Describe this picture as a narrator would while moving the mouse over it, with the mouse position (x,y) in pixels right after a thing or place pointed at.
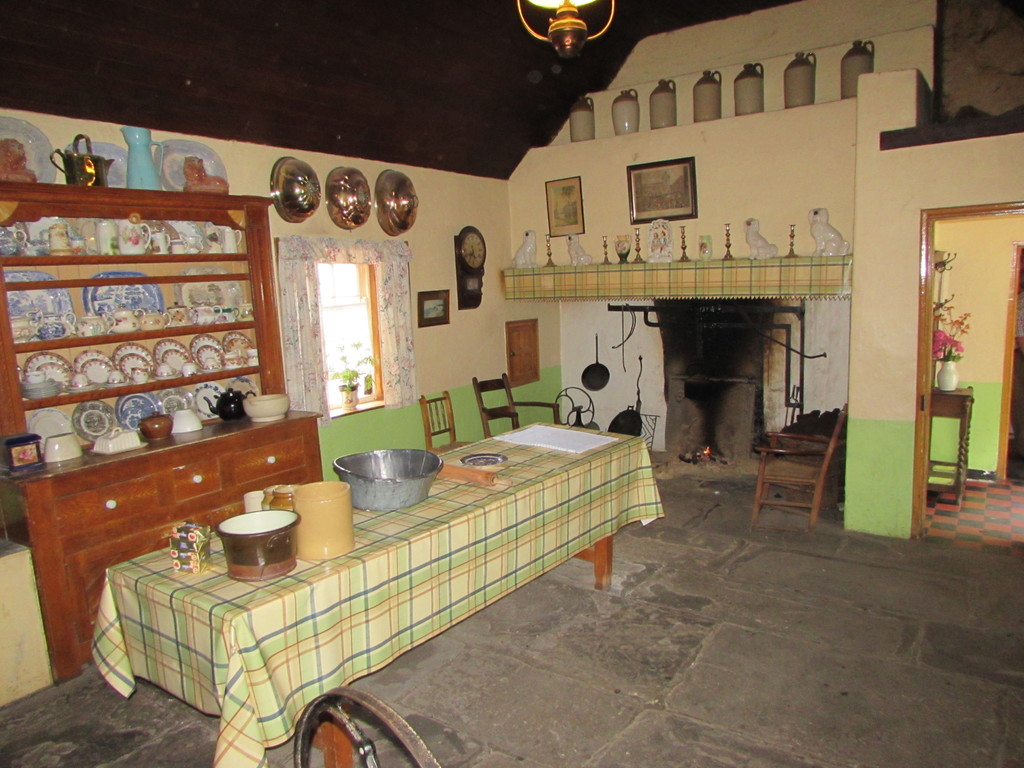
In the image there is a dining table (315,572) on the left side (271,592) with cloth (243,612) on it and vessels (369,487) over it, behind it there is a rack (121,504) with many bowls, plates (205,401) and jars (131,236) in it, in the back (765,246) there are jars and idols (765,246) on the shelves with photograph (679,216) and clock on the wall (894,202), on the right side (949,359) there is door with a flower vase (949,361).
